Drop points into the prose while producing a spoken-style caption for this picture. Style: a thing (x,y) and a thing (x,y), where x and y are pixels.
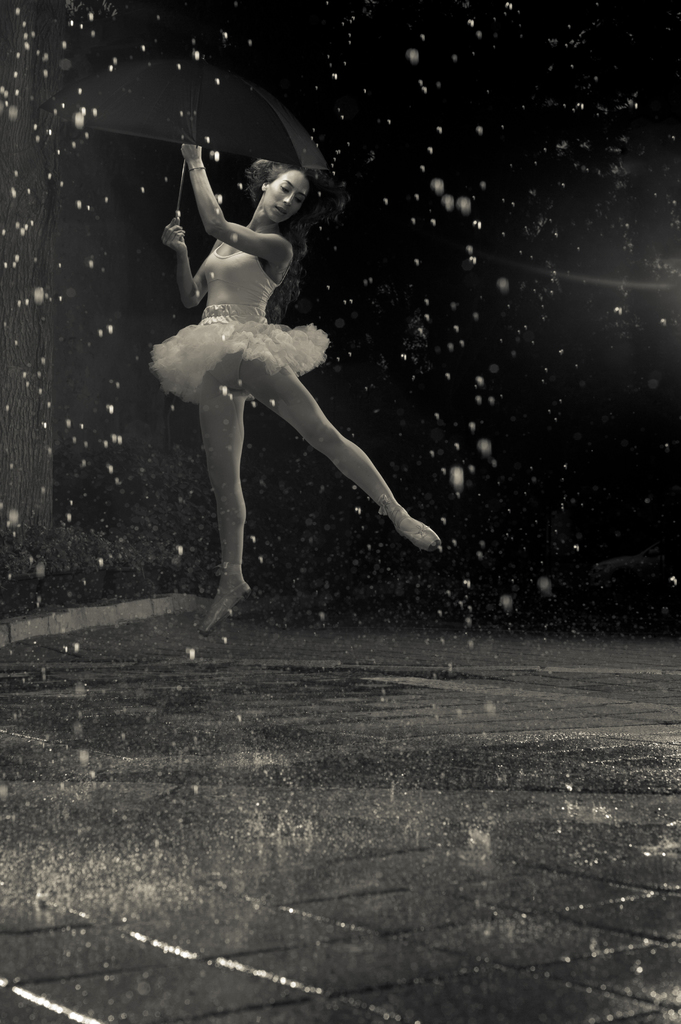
This is a black and white picture. I can see a woman (216,212) holding an umbrella (185,80) and jumping, there are water droplets (439,188) in the air, there is water (374,737) on the floor (220,728), and there is dark background (266,35).
